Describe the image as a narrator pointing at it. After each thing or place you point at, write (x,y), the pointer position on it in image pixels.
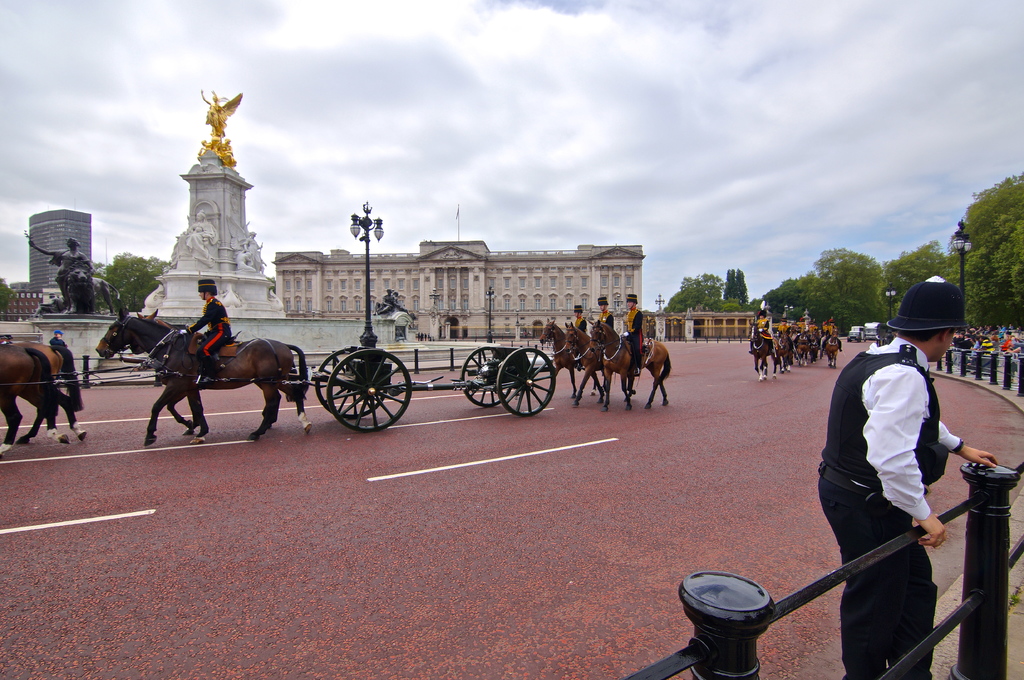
In this image I can see the man (217,349) is sitting on the horse (160,348). The person (830,416) is standing. There are group of horse (592,344). At the back side (1005,243) I can see trees (996,257), building (549,272) and a statue (203,252).
